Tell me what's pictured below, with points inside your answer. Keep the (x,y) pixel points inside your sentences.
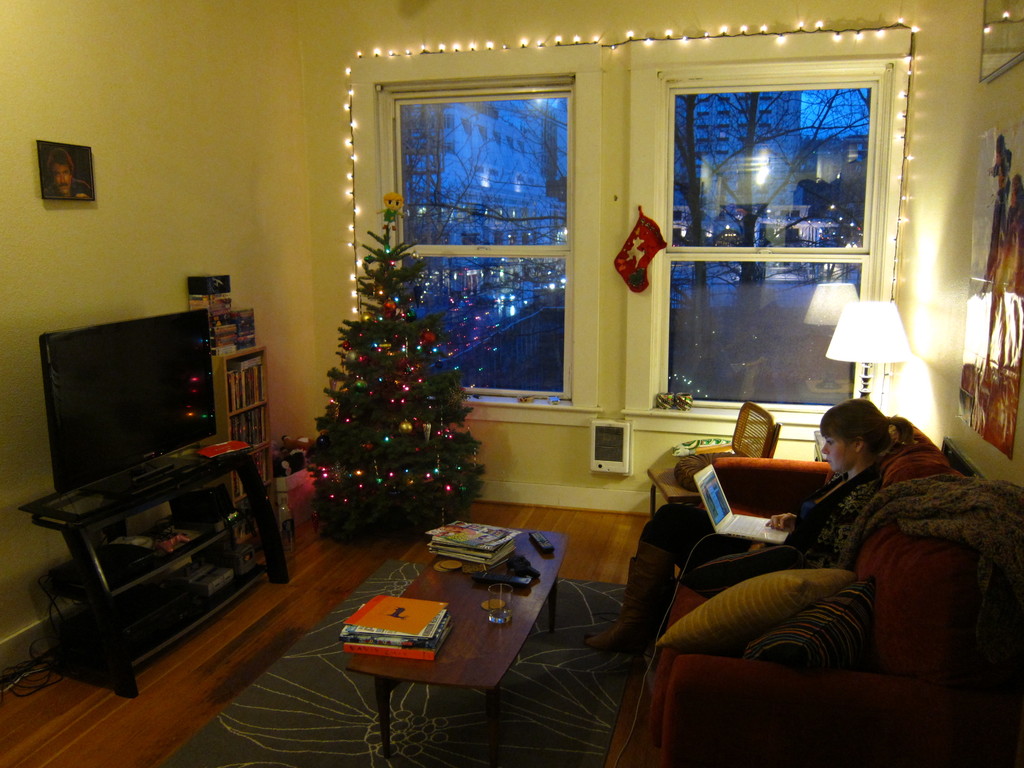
In the middle of the image (463,482) there is a xmas tree (362,369). Bottom middle of the image (460,568) there is a table (471,599), On the table (480,615) there is a glass (493,606) and there are some books (499,547). Top right side of the image (968,157) there is a wall (949,104) on the wall (968,249) there are some frames (972,302). Bottom right side of the image (695,718) there is couch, On the couch (736,758) there is a woman (882,430) sitting and looking in to a computer (761,540). Behind the couch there is a lamp (842,350). Top left side of the image (176,112) there is a wall (25,28), On the wall (122,175) there is a frame (78,176). Bottom left side of the image (276,571) there is a table (220,483) on the table (220,483) there is a television (152,432). At the top of the image (433,245) there is a window (446,175) through the window (446,175) we can see some trees (688,160) and building (733,135).
